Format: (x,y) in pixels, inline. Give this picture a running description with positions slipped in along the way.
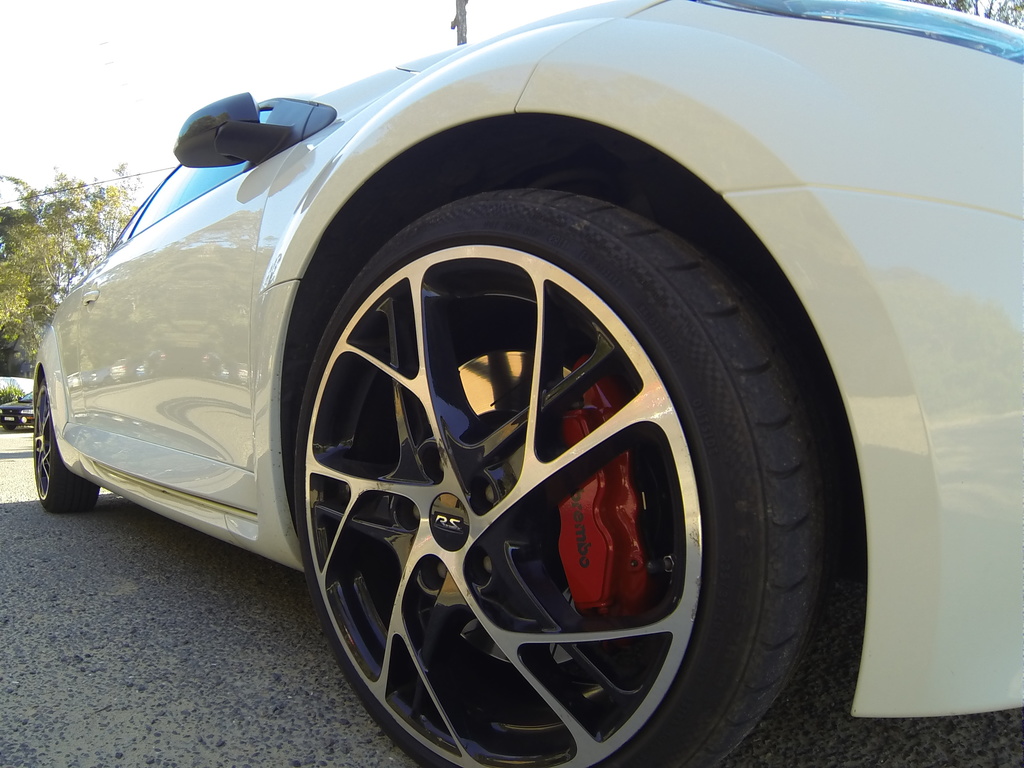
In this image in the foreground (190,310) there is one car (471,484), on the road (201,631) and in the background (27,392) there is a car (17,403), wall (24,387) and trees (72,199).
